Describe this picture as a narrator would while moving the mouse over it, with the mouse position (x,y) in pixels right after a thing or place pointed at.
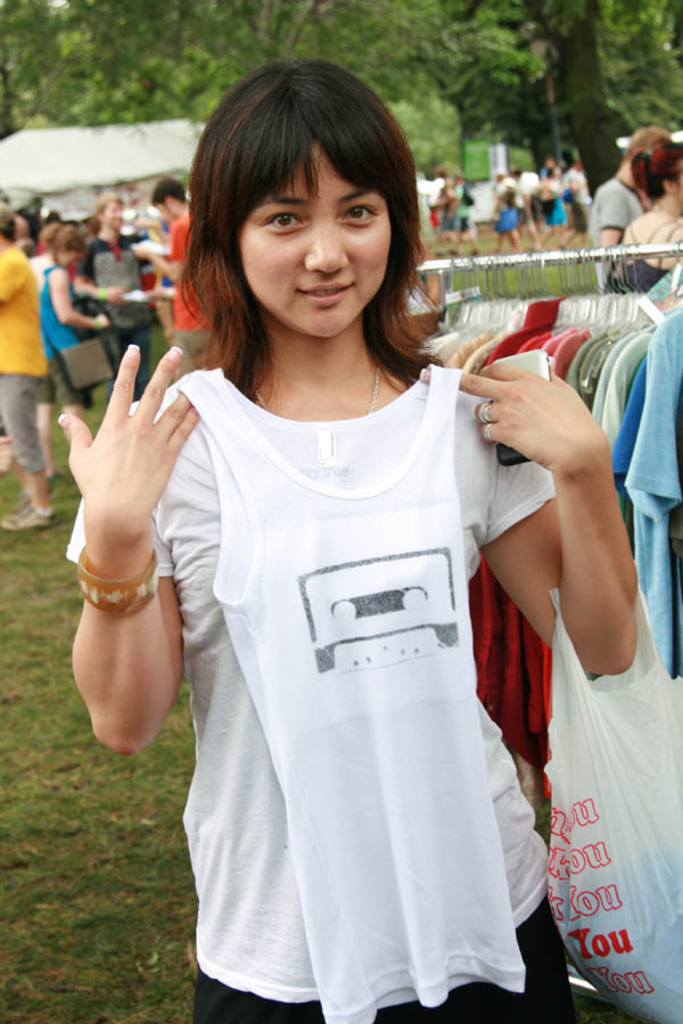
In this picture we can see a woman (232,777) in the white t shirt (226,799) is holding a white tank top (311,625) and standing on the grass path (188,1017). On the right side of the women (193,834) there are clothes (675,427) with hangers (599,333). Behind the women (221,958) there are groups of people (131,263) standing and some people (512,209) are walking. Behind the people (451,201) there are trees (117,80).
